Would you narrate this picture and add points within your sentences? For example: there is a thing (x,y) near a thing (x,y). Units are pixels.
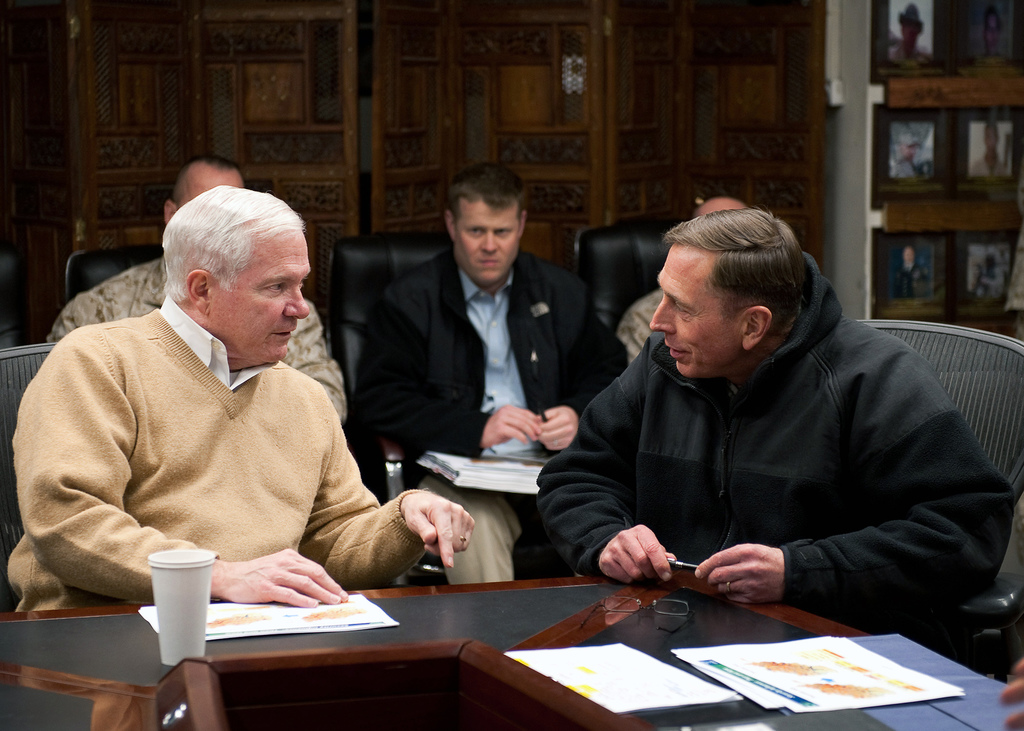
In front of the picture, we see two men (303,427) are sitting on the chairs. Both of them are talking to each other. The man (628,435) on the right side (729,439) is holding a pen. In front of them, we see a table (324,638) on which the papers (721,694), spectacles (666,601) and a glass (165,594) are placed. Behind them, we see three men (616,355) are sitting on the chairs (346,339). The man (544,280) in the middle (436,388) is holding a pen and we see the papers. In the background (446,107), we see a brown wall (414,128). On the right side (914,20), we see the photo frames (921,159) are placed on the wall (943,200).
